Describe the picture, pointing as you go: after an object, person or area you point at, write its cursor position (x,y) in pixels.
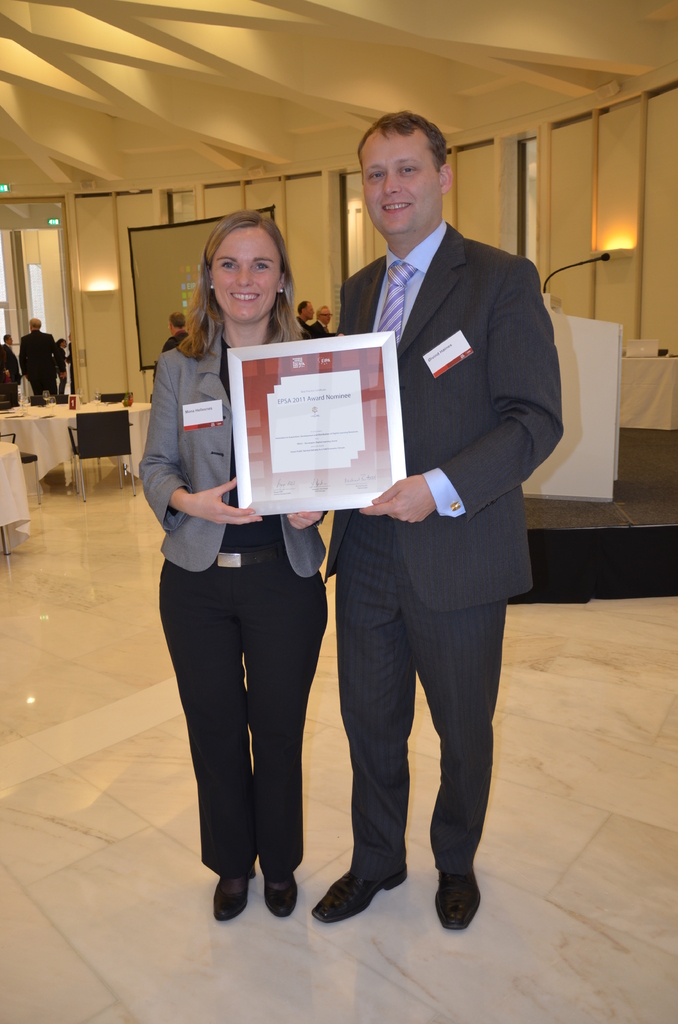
In this image we can see many people (49,367). There are two persons (368,542) are holding an object (339,496). There is a podium (581,487) and a microphone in the image. There are few tables (626,417) and chairs (100,433) in the image. There are many objects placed on the tables (648,412). There is a projector screen (173,281) in the image. There are few lamps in the image.
